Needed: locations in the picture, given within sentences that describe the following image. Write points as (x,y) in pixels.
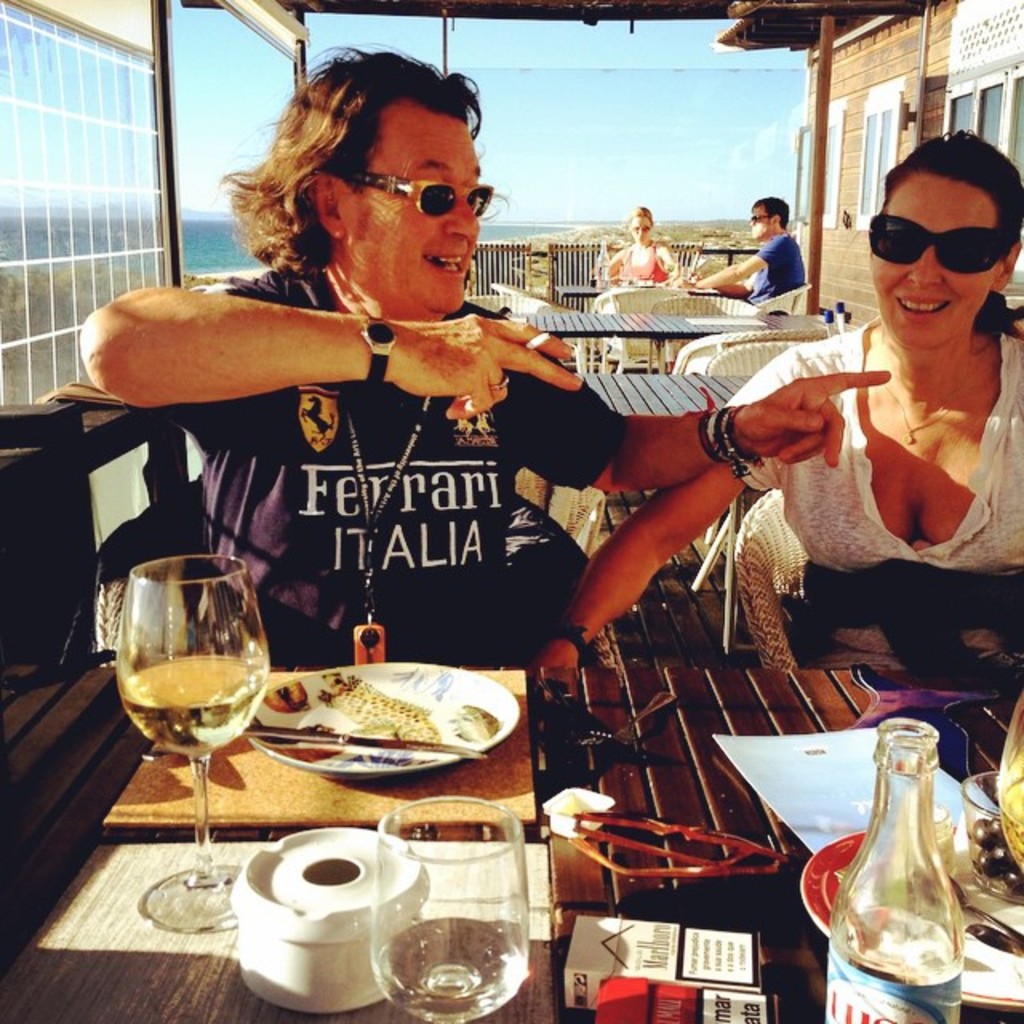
This is a sea (198,235). These 2 persons (402,389) are sitting on a chair (751,573). In-front of this person (368,433) there is a table (650,854), on a table (797,952) there is a plate (446,705), glass (264,665), box (659,967), spectacles (665,851), paper (776,792) and bottle (850,905). Far the persons (765,276) are sitting on a chair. In-front of this person's (747,276) there are tables (585,322). This is fence (571,276). This is a building (889,75) with window (887,97). These 2 persons (932,185) wore spectacles (436,190).
